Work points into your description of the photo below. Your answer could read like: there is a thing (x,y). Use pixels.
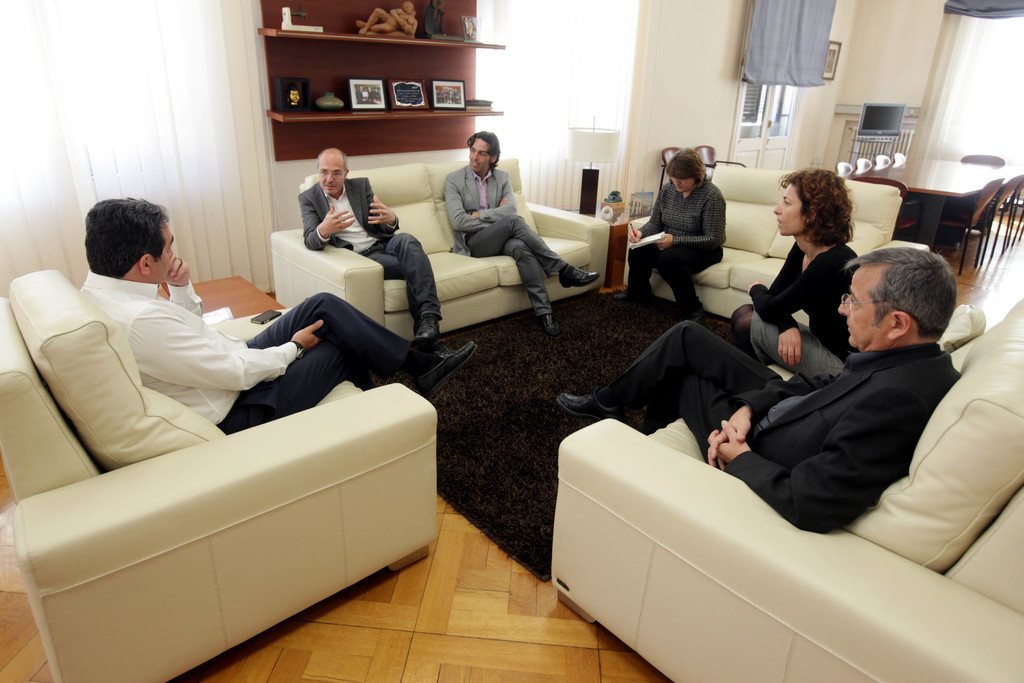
In this image I can see the group of people (771,505) sitting on the couch (351,475). There is a rack (324,67). There are some frames (384,86) and statue (391,26) on the rack (349,22). In the background (1011,111) there is a window (796,106) and the dining table (952,183).
